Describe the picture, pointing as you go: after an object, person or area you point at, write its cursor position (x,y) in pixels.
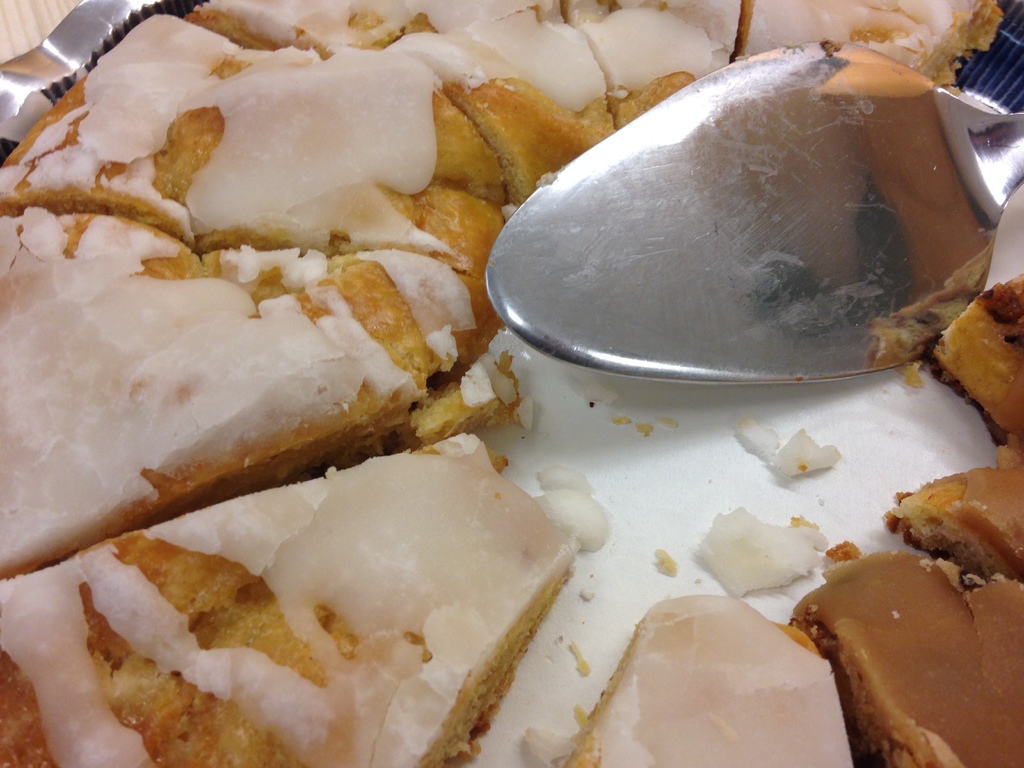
This image consists of a cake (348,353) along with spoon (751,278). On the cake (252,703) there is white color cream (195,339).
